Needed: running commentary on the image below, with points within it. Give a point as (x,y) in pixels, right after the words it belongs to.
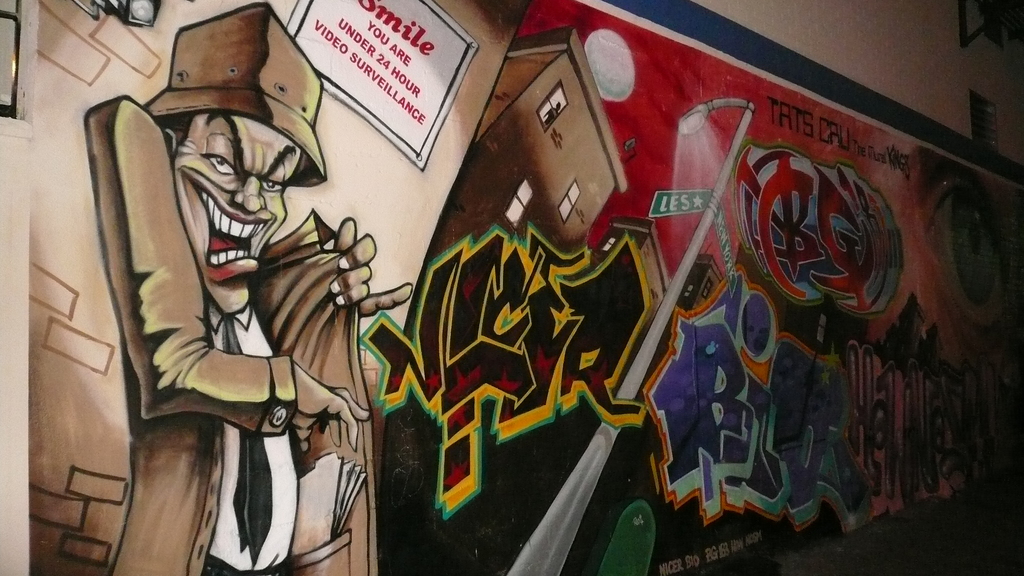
On this hoarding (1017,340) there is a building (499,165), animated person (208,357) and light pole (702,102). Something written on this hoarding (748,423).
